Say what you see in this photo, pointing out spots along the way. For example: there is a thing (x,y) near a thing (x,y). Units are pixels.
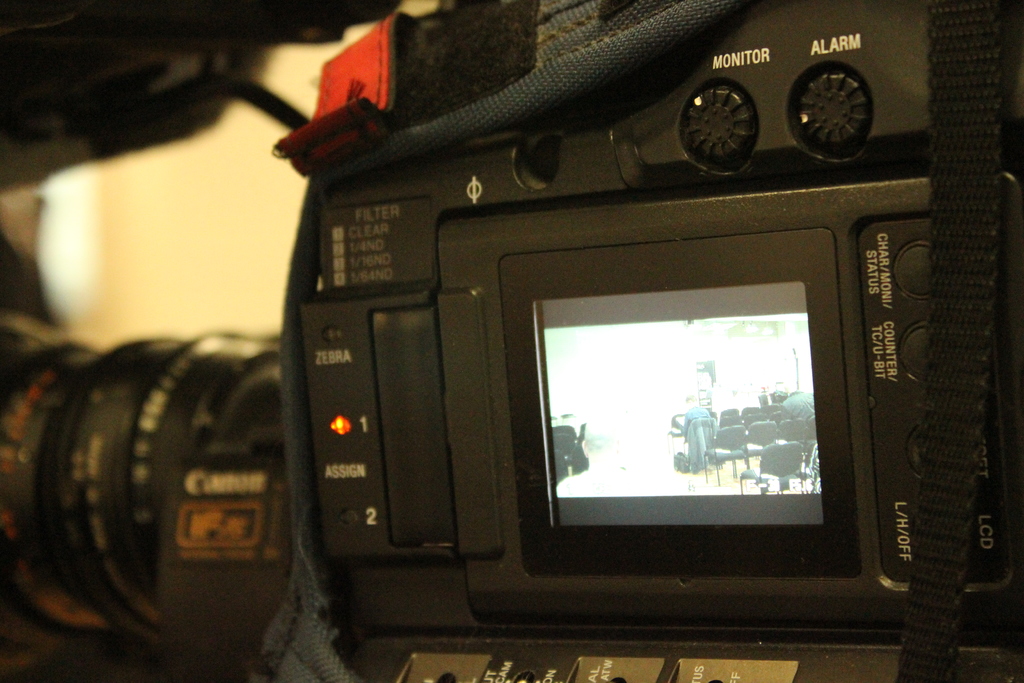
In the image in the center (493,436) we can see a camera (513,456). In front camera (559,439), we can see few chairs (789,469) and few people (803,421) were sitting. In the background (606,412) there is a wall (60,185).
